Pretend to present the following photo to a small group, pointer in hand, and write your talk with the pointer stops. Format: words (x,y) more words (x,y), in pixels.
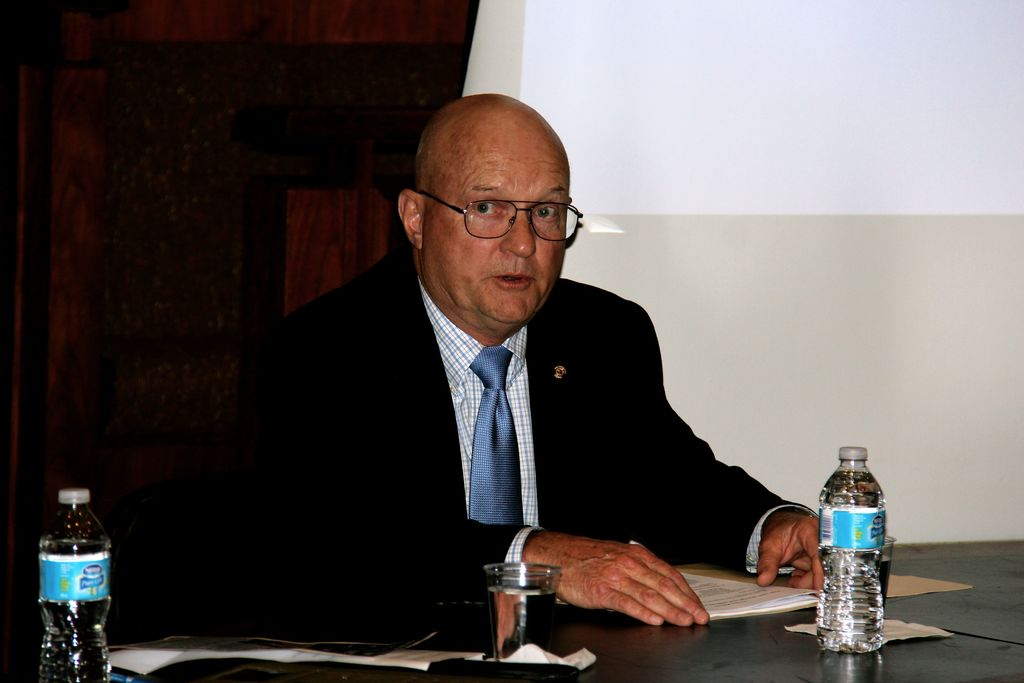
In this picture we can see man (416,335) wore blazer (409,403), tie (485,372), spectacle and looking at some where and in front of him there is table (659,650) and on table (747,633) we can see glass (518,586), bottle (860,630), papers (746,591) and in background (633,96) we can see wooden panel (339,116), wall (686,96).
